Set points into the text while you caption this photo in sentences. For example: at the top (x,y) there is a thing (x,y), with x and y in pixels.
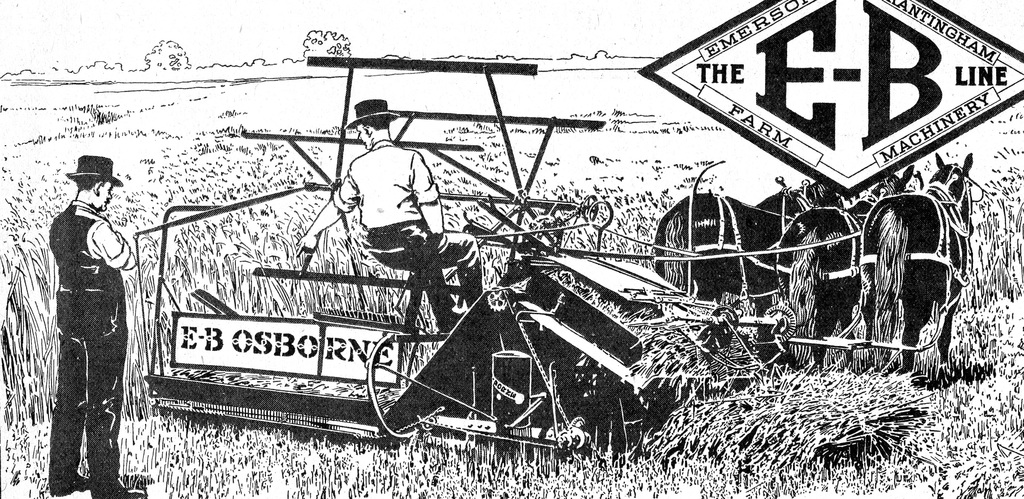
It is an edited image in which we can see there is a man (86,272) who is standing on the ground (128,470). In front of him there is another person (379,207) who is sitting on the harvesting machine (411,333) and harvesting the crops (688,381). On the right side (881,172) top there is a board (888,90). At the bottom (796,366) there are horses (759,234).
